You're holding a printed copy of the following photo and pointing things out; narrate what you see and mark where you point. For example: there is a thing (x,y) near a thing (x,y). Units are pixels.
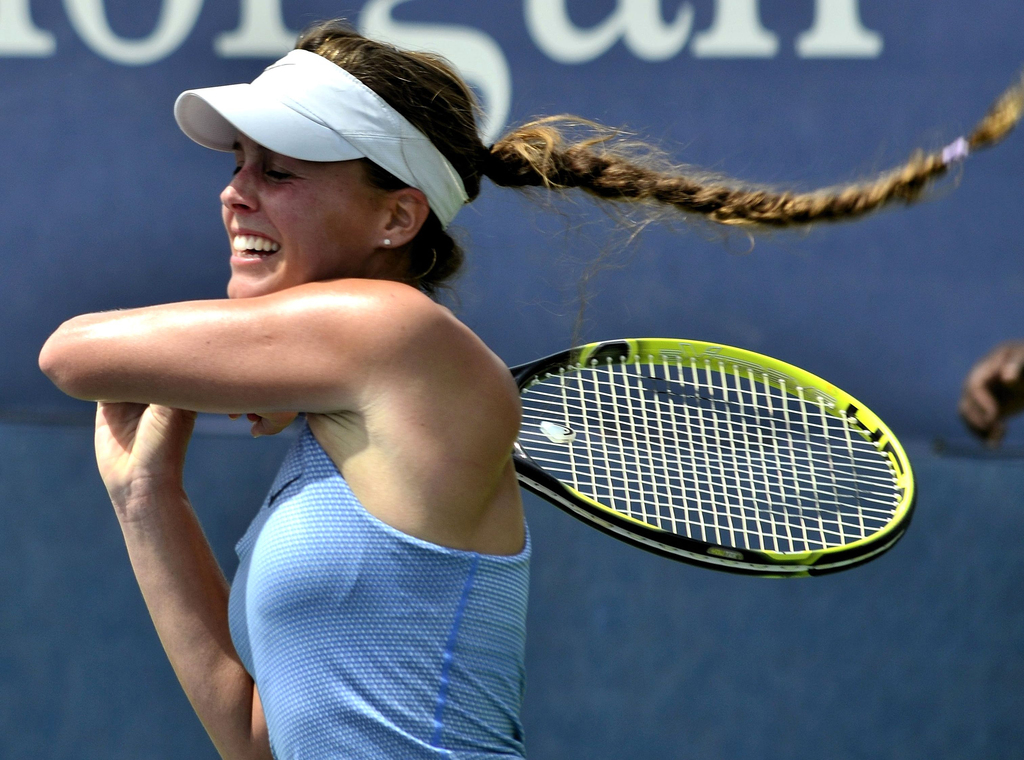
In this image i can see a woman (262,343) holding a racket (594,432) and she is smiling and there is some text (254,0) written on the wall (42,252) and back side of her.
